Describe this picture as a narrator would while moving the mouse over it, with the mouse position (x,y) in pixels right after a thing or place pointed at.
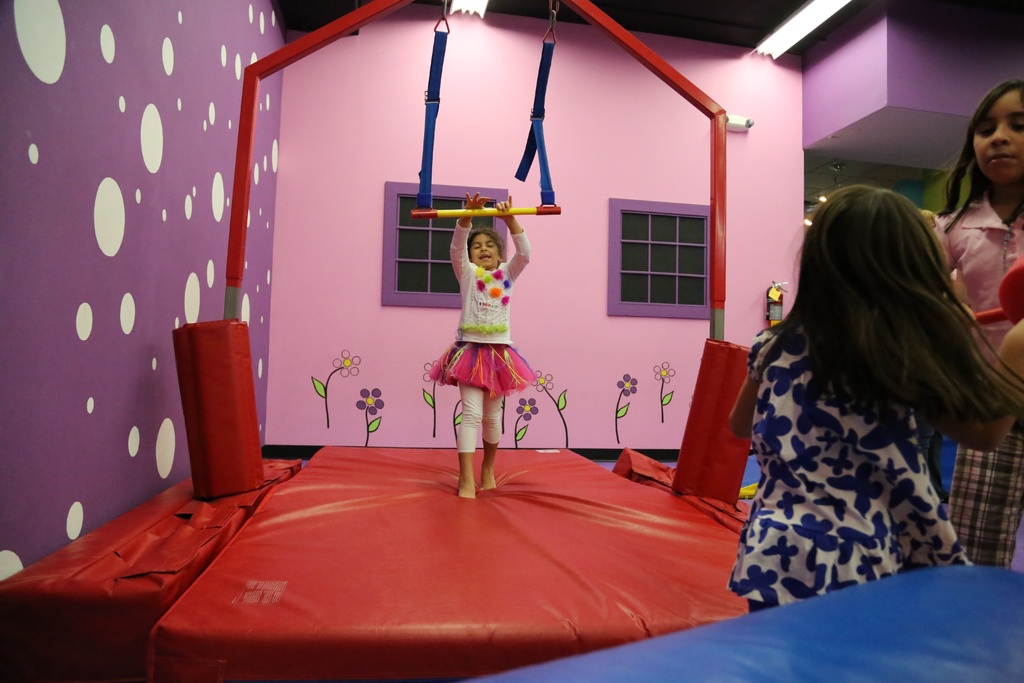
There is a girl (492,296) with white dress (477,307) holding a rod (477,210) and standing on a mat (554,531), at the back (359,383) there is a painting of a flower (373,427) on the wall (320,231). On the right side of the image (860,353) there are two girls (961,356) and at the top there is a light (769,49).
